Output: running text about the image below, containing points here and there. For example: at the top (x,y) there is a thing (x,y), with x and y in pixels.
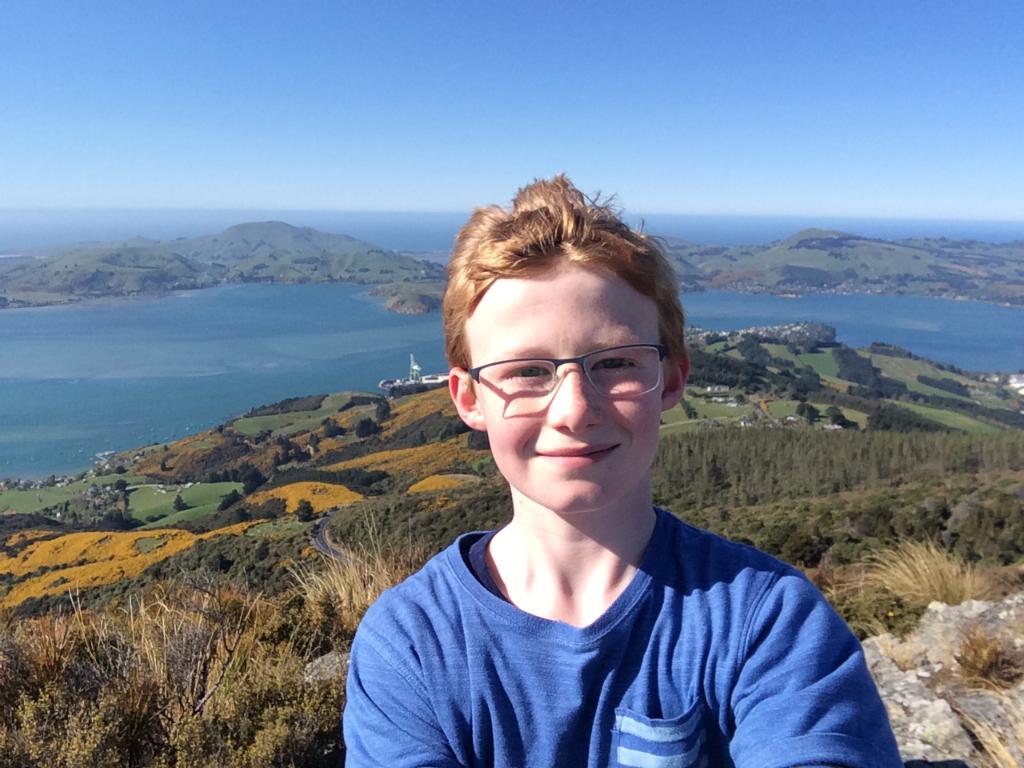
In this picture I can observe a boy (526,498). He is wearing blue color T shirt (587,674) and spectacles (641,374). This boy (566,392) is smiling. There are some plants (341,573) and trees (292,460) on the ground (386,481). In the background (356,335) there is an ocean (350,371) and a sky (415,86).
